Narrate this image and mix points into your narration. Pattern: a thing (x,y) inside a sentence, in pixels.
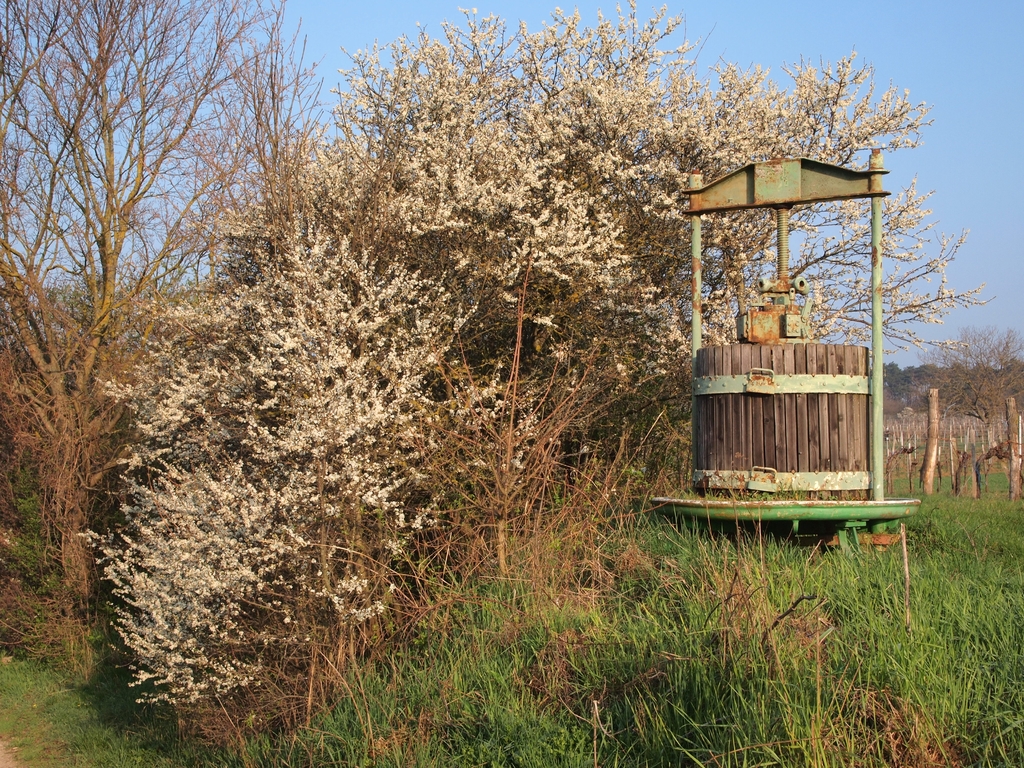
In this image we can see an object (823,386) looks like a well (824,423), there are few trees (425,338), grass (943,580), wooden poles (1011,456) and the sky (831,46) in the background (931,438).
